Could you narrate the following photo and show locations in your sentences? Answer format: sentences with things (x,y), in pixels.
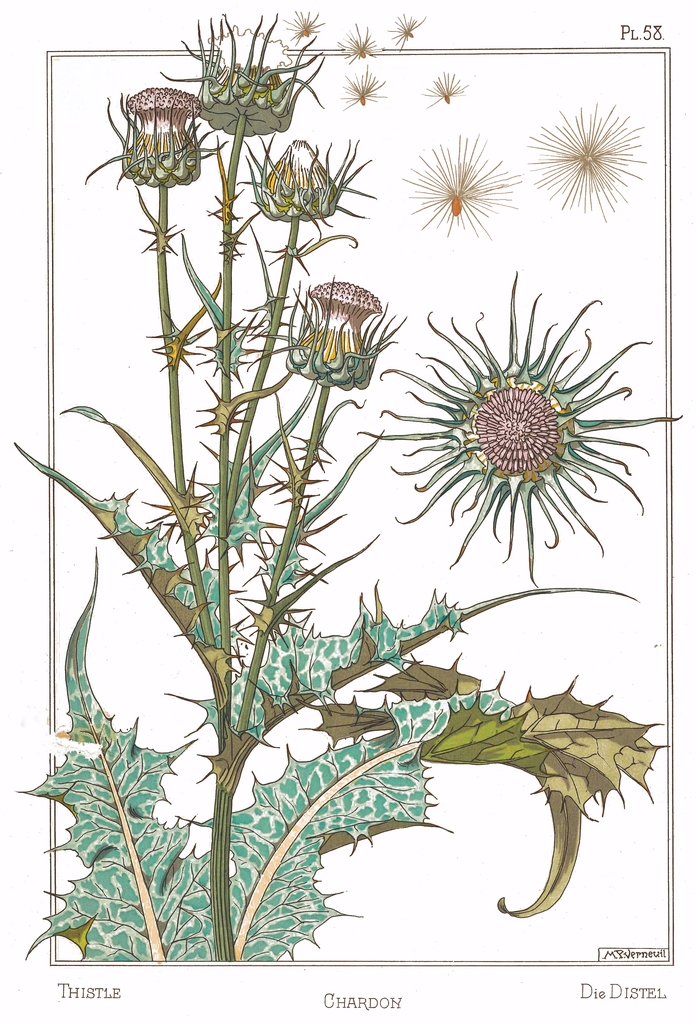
This image is a drawing picture of a plant (326,648) and as we can see there are some flowers (307,195) at top of this image (309,215) and there is a text (653,35) written at top right corner of this image (644,34) and bottom of this image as well.
